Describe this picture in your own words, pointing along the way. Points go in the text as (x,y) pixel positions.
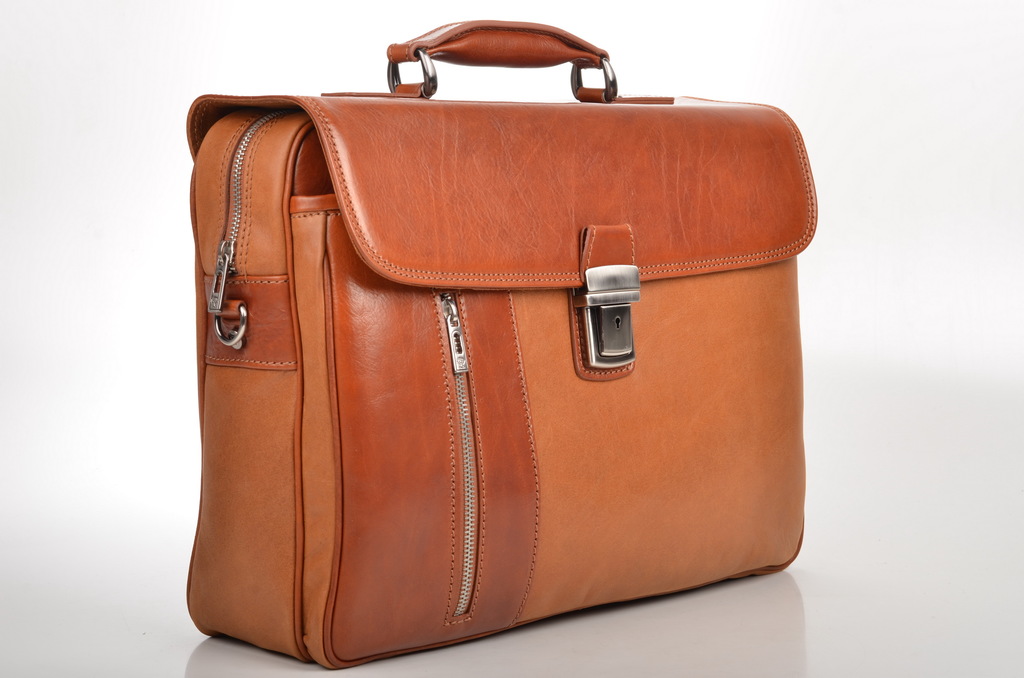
In this image I can see a orange color bag (394,391).
